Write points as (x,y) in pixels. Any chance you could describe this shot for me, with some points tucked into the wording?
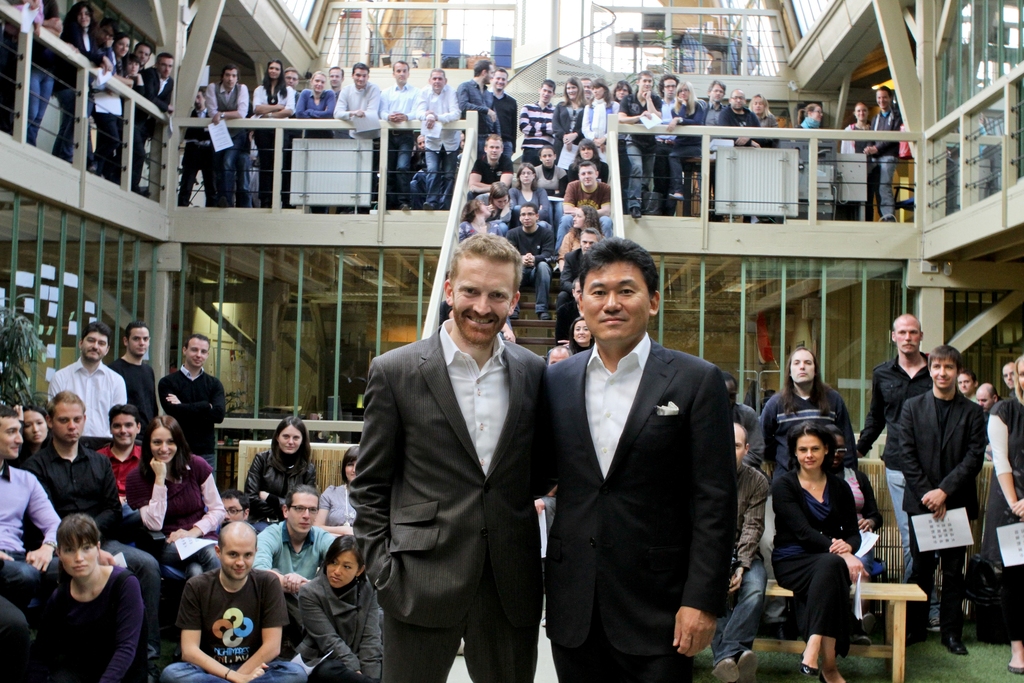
In this image there are group of persons (452,396) standing sitting and smiling. On the left side (11,328) there are leaves (26,344). On the ground (950,679) is grass (938,676). In the center (568,284) there is a staircase (538,322) and there are persons (548,226) sitting on staircase (533,334). In the background (318,295) there are glass walls (322,336).
